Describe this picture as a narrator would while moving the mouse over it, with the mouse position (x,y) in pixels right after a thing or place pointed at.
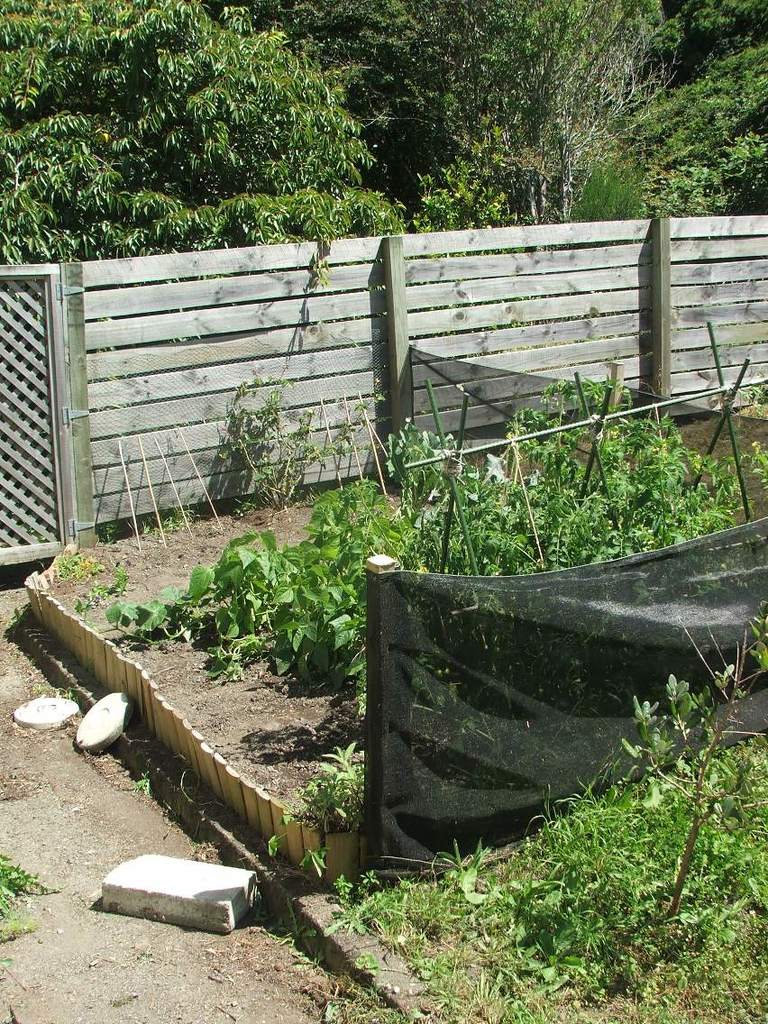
In this picture we can see a fence (304,386), plants (366,511) and in the background (395,220) we can see trees (407,220).
